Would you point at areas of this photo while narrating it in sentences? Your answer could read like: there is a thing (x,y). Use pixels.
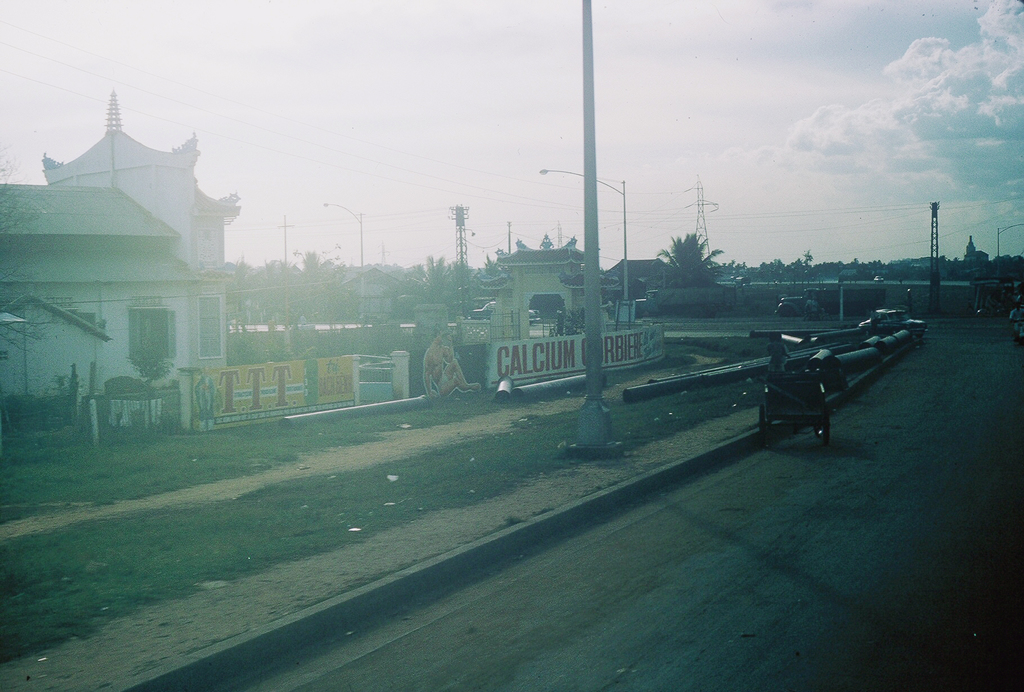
In this image, we can see houses (27,319), poles (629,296), towers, trees (945,267), walls (352,364), windows (152,343), grass (138,471). At the bottom (745,621), there is a road (798,579). Few vehicles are on the road (833,415). Background (410,162) there is a sky (416,173).
